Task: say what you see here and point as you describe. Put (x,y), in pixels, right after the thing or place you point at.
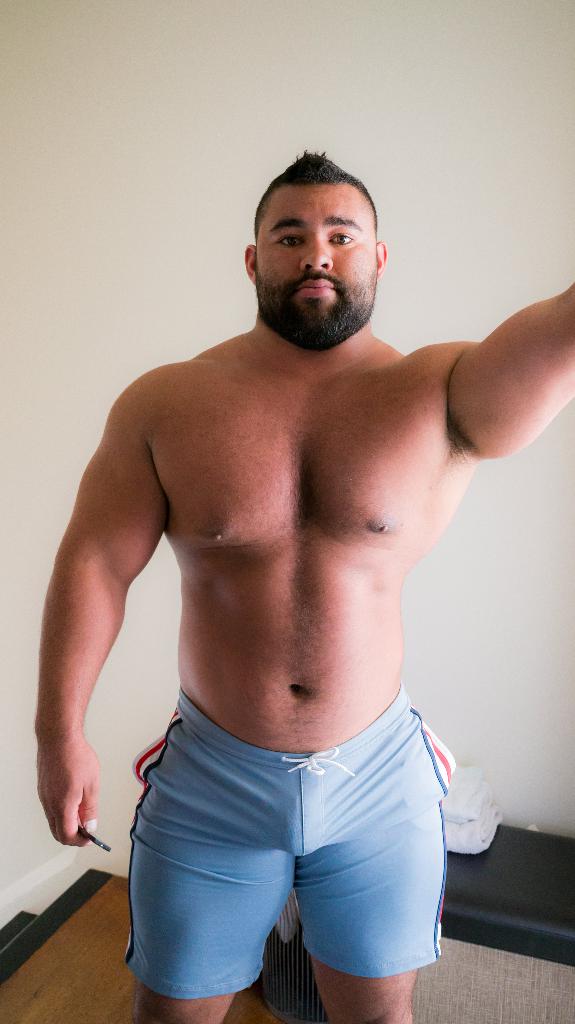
In this image we can see a person (261,699). In the background of the image (227,132) there is a wall (136,146). At the bottom of the image (75,971) there is wooden flooring (75,978).
